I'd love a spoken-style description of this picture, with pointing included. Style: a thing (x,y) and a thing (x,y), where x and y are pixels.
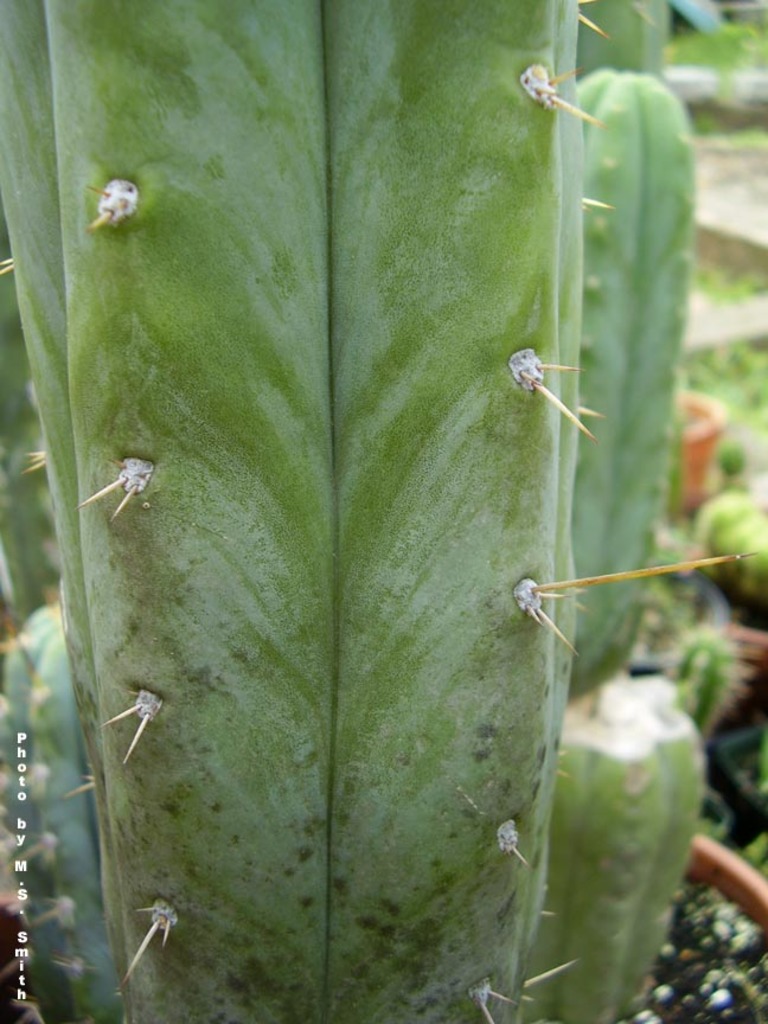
In the image we can see some plants (71,29).
